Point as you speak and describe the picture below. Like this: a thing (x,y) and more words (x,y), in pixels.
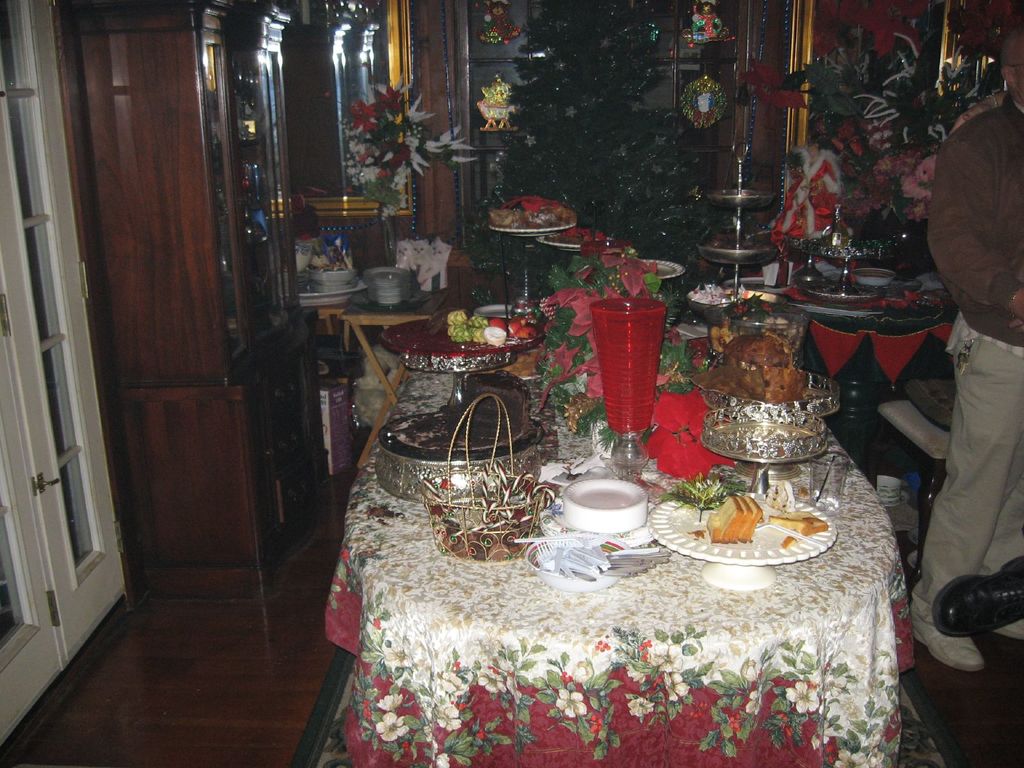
In this image we can see a table (424,576) covered with a cloth (800,569) and there is a plate (683,510) with food items (718,510), a basket (449,504) and few object (566,361) on the table (427,549) and there is a cupboard (223,235), a tree (600,118) and few objects (763,253) in a room (356,435), there is a door (37,583) on the left side (11,599) and a person (934,552) standing on the right side (991,322).
